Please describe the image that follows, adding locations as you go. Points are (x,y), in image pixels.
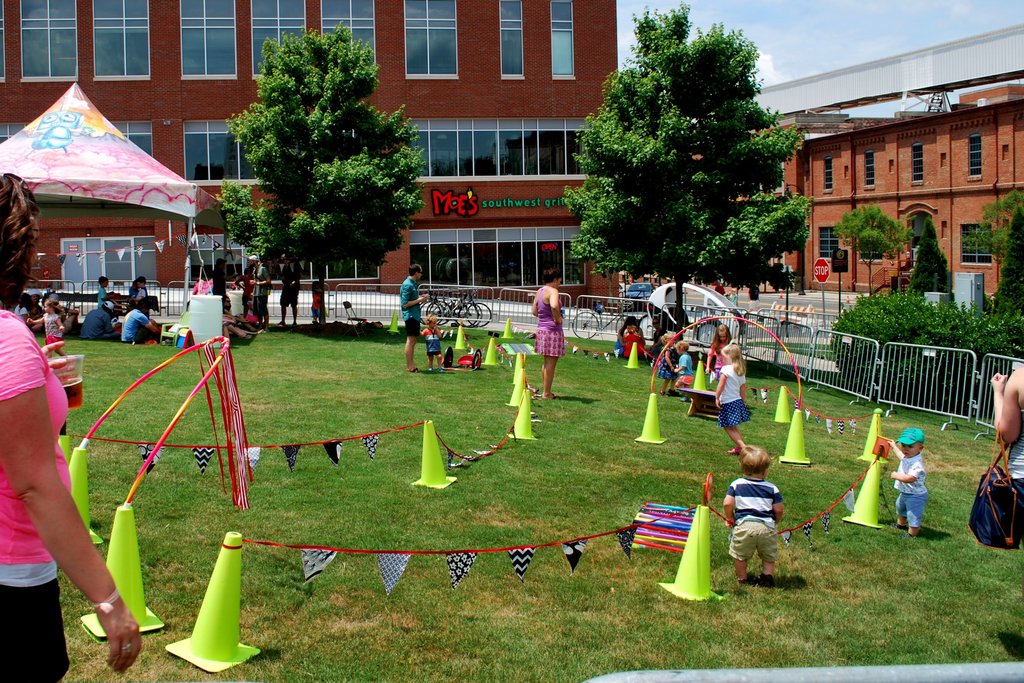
In this picture there are people (2,199) and we can see decorative banners (207,453) attached to the traffic cones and barricades (580,321). We can see tent (93,189), plants (986,331), vehicles (698,290) on the road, buildings (533,143) and trees (694,271). In the background of the image (786,9) we can see the sky (798,3).
